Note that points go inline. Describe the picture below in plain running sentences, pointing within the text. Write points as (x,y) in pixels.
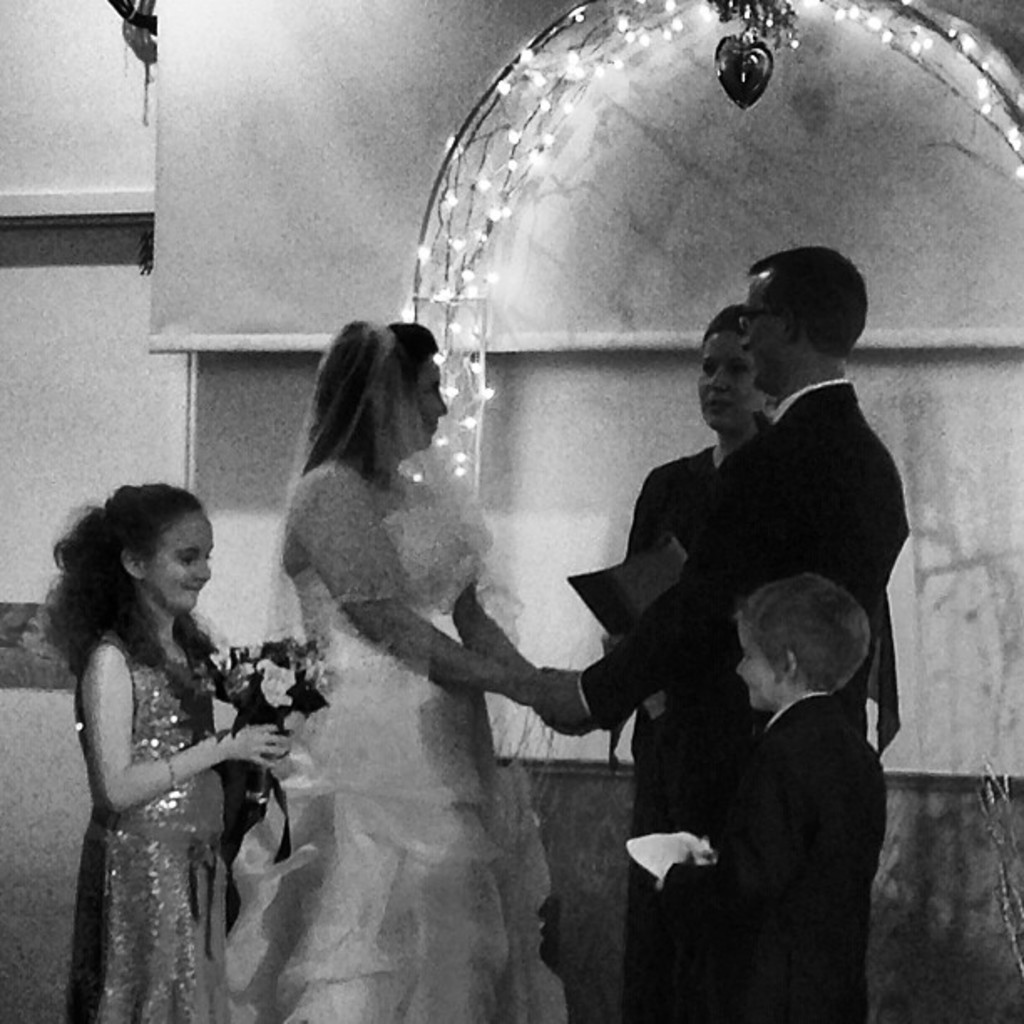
In this image, there are group of people (756,588) standing and wearing clothes (196,710) beside the wall (321,301). There is a kid (174,536) in the bottom left of the image (104,718) holding a bouquet (245,809) with her hands (239,733).
